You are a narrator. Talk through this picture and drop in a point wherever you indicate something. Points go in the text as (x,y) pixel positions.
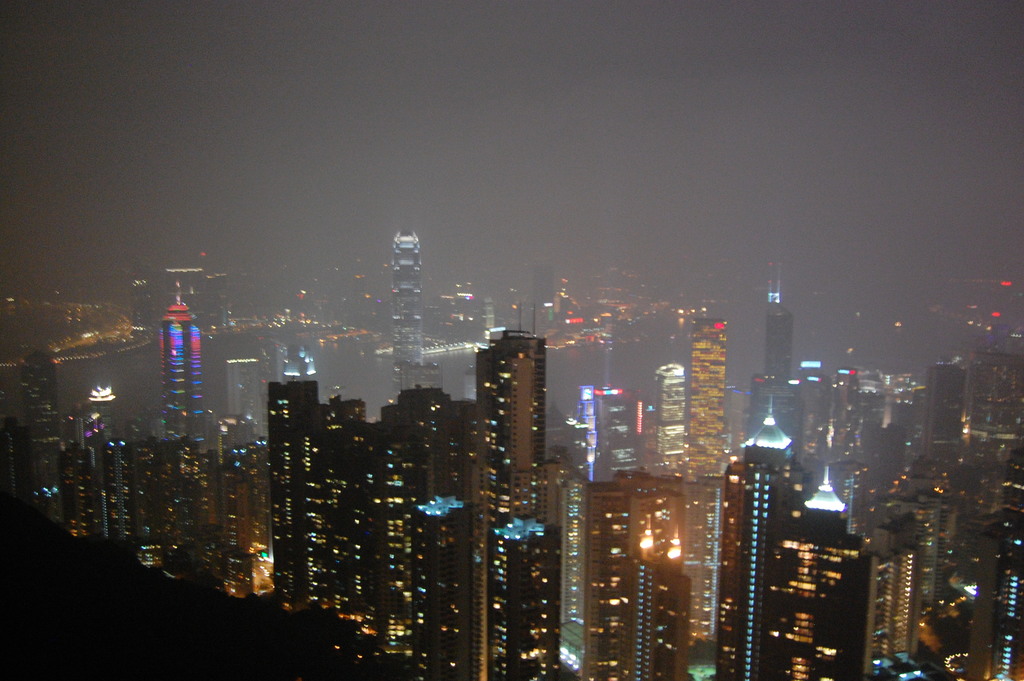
In this image there are buildings (407,503) having lights (819,486). Top of the image (511,119) there is sky (423,180).
